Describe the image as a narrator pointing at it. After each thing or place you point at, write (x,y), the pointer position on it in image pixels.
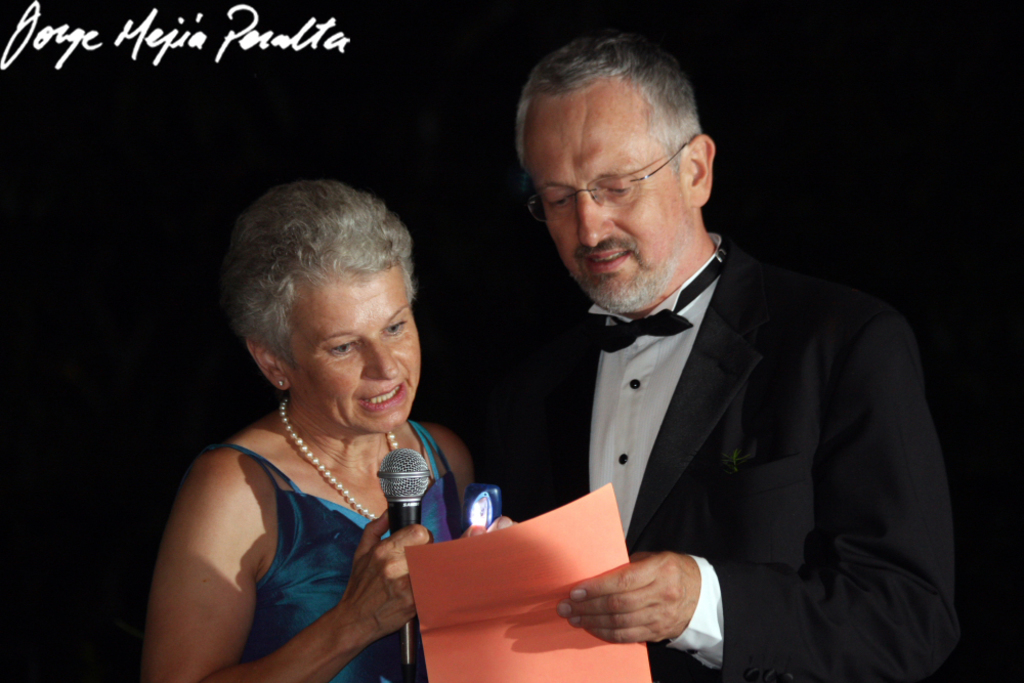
In this image I can see two people (572,365). One person (380,508) is holding the mic (391,515) and another person (702,423) is holding the paper (512,632).
